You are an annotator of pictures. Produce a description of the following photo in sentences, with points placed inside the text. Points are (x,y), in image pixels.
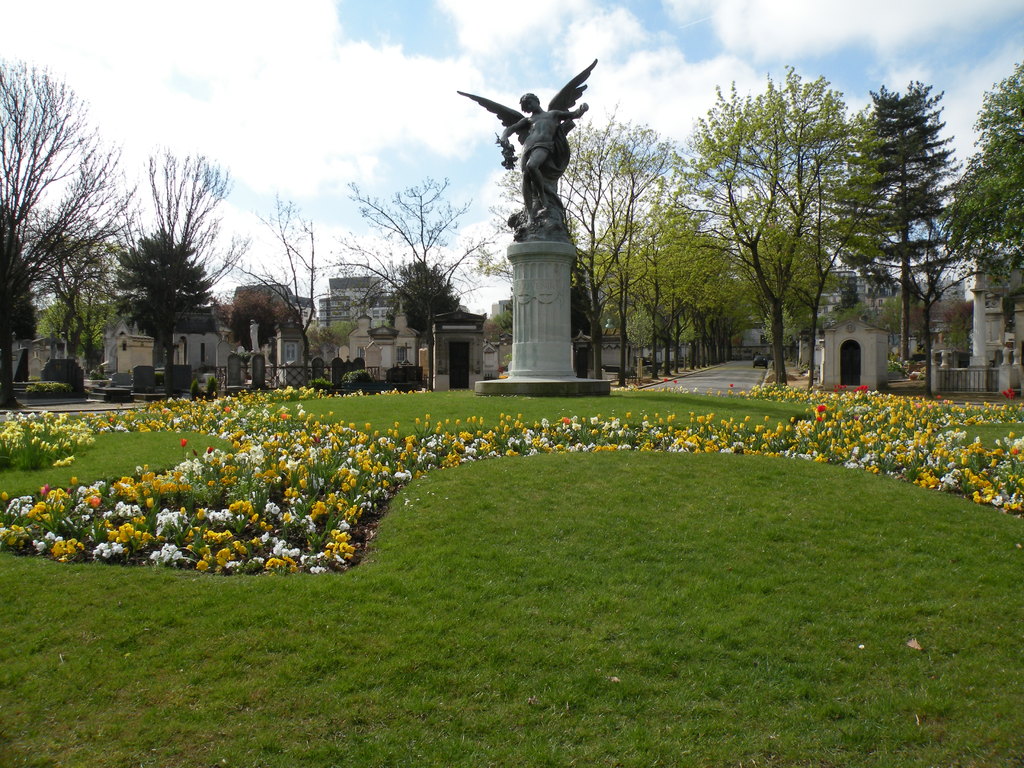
In this image we can see a statue (513,162) on a pedestal (569,325). On the ground (493,614) there is grass (428,612) and flowering plants (436,445). In the background (848,331) there are trees (150,288) and buildings (877,332). Also there is a road (705,377). And there is sky (398,90) with clouds (297,100).
